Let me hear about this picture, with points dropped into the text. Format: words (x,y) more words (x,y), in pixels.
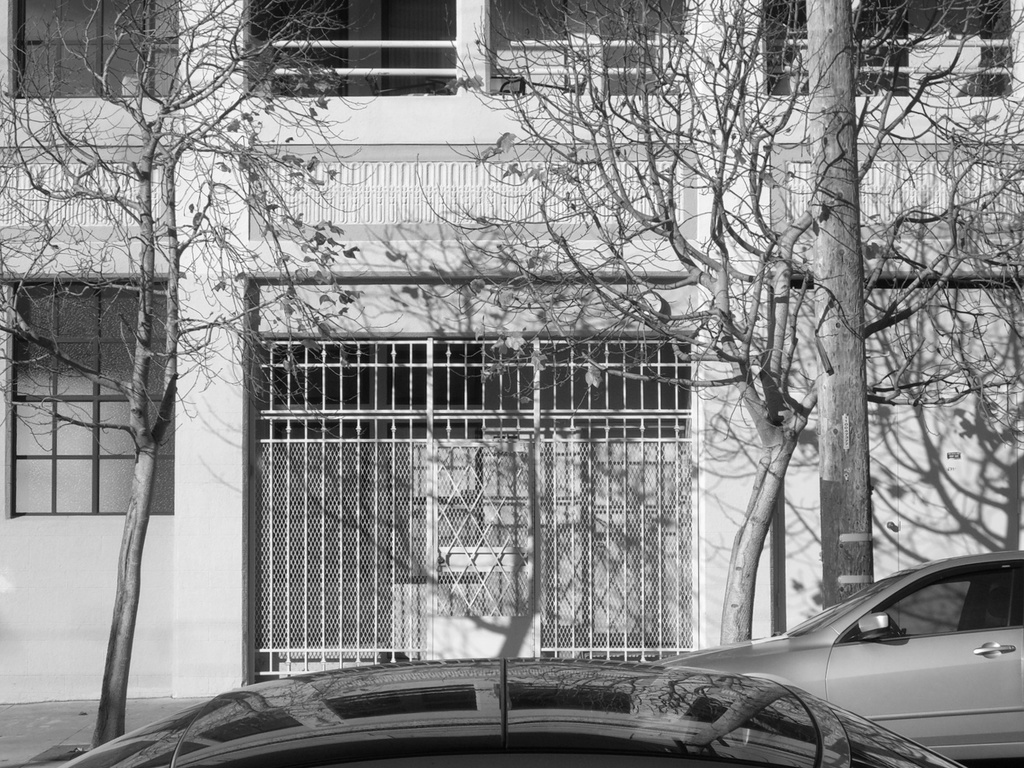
This is a black and white picture. Here we can see cars (569,661), trees (145,22), and a pole (835,233). In the background (888,150) there is a building (486,304).
